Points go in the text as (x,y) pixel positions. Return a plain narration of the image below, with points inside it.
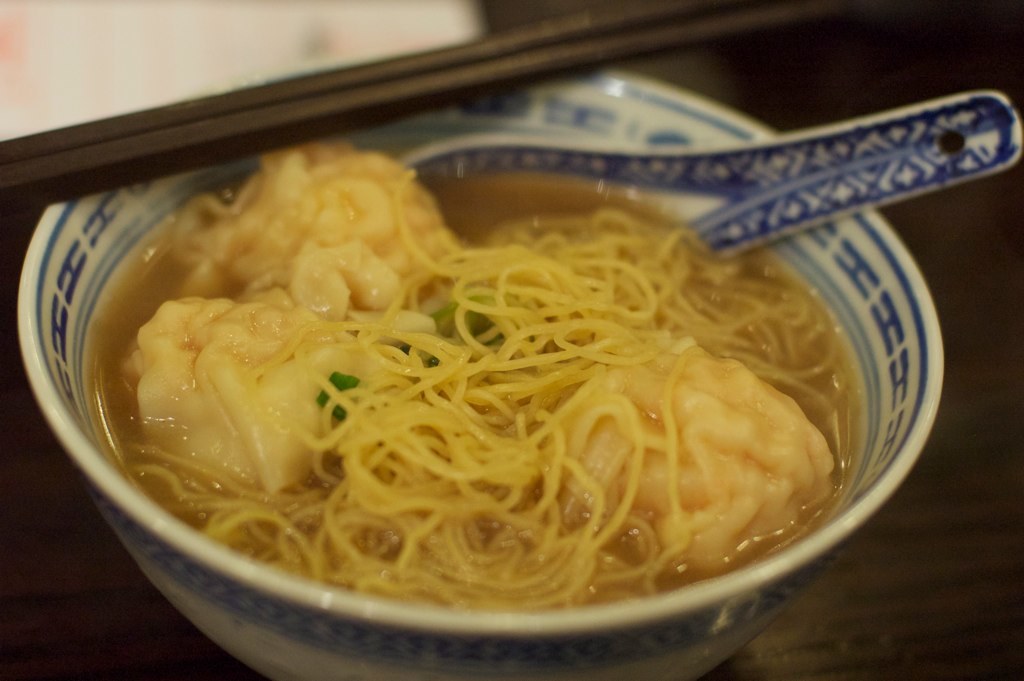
In this image there is a food item (438,384) in a cup (220,592) which was placed on the table (920,592).
